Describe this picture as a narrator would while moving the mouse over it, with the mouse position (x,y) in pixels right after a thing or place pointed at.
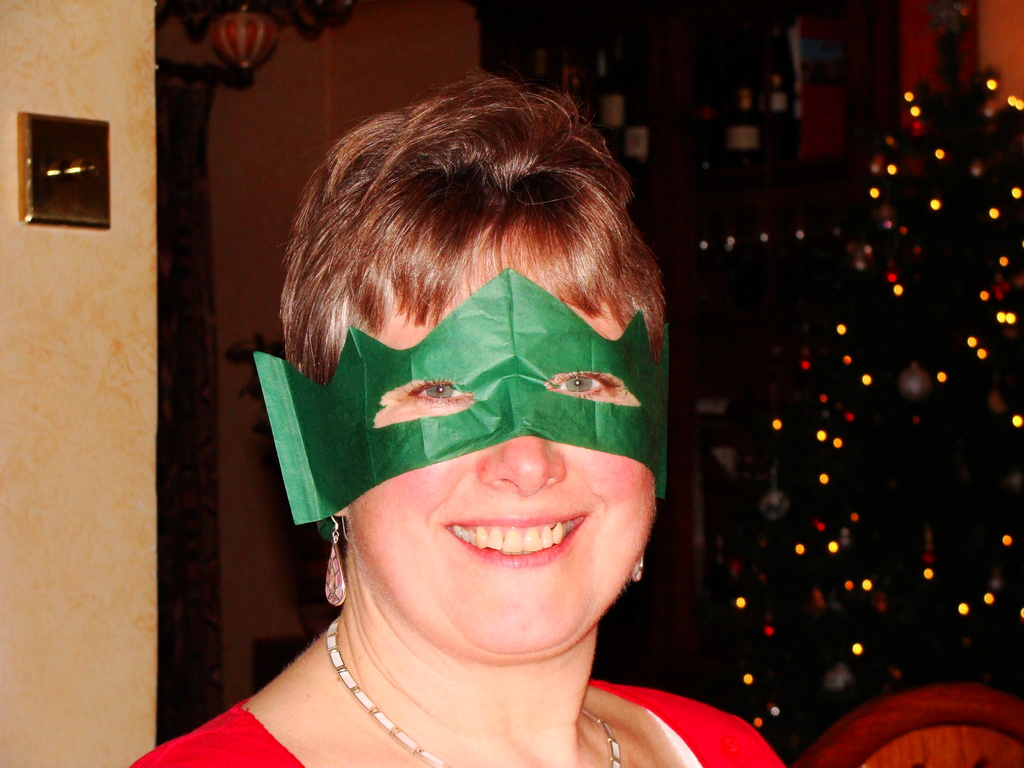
In this picture i can see a woman (490,545) is smiling. The woman (517,567) is wearing earrings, necklace (385,720) and mask (499,434). In the background (697,435) i can see lights (840,549), wall (72,427) and other objects (672,183).
